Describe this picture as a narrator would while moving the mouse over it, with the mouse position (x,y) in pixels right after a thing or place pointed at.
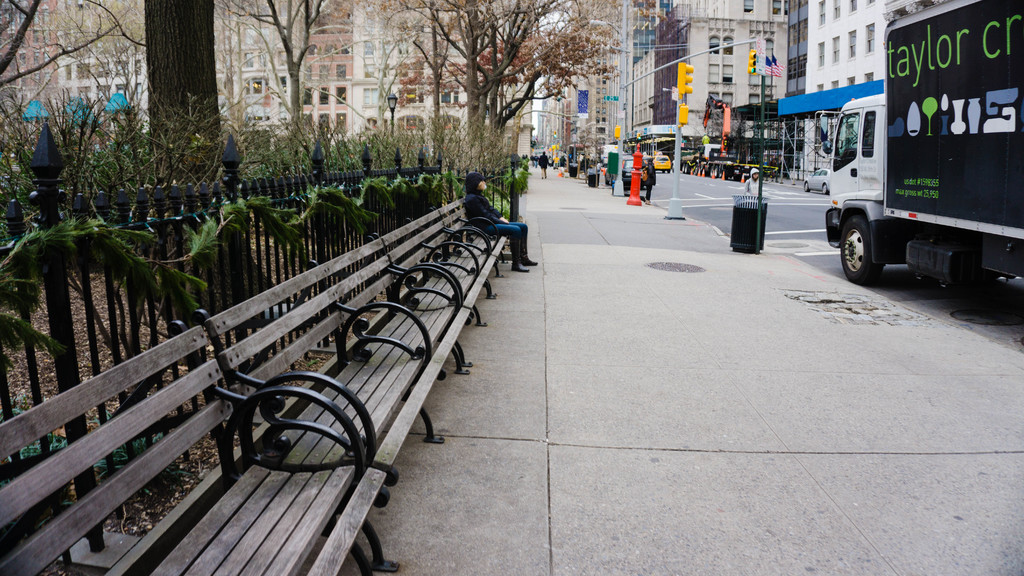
In this picture there is a truck (944,70) in the top right side of the image (947,141) and there is a big bench (217,574), in front of a boundary (296,244) on the left side of the image (333,461), there is a man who is sitting on the bench (199,380), there are people (646,156), buildings (228,18), trees (9,79), traffic poles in the background area of the image (437,10), there is greenery (68,129) around the boundary (352,178).
